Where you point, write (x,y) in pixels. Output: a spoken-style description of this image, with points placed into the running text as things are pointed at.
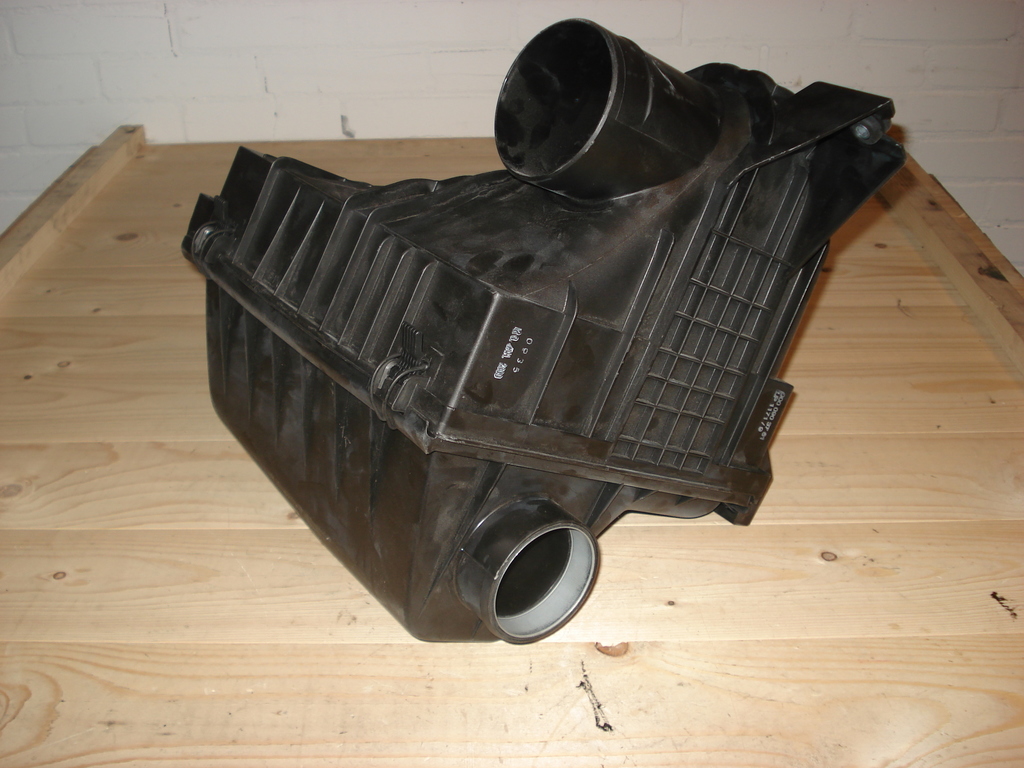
In this image there is a plastic item (463,472) on the wooden table (244,600). In the background (304,79) there is a wall (261,60).
